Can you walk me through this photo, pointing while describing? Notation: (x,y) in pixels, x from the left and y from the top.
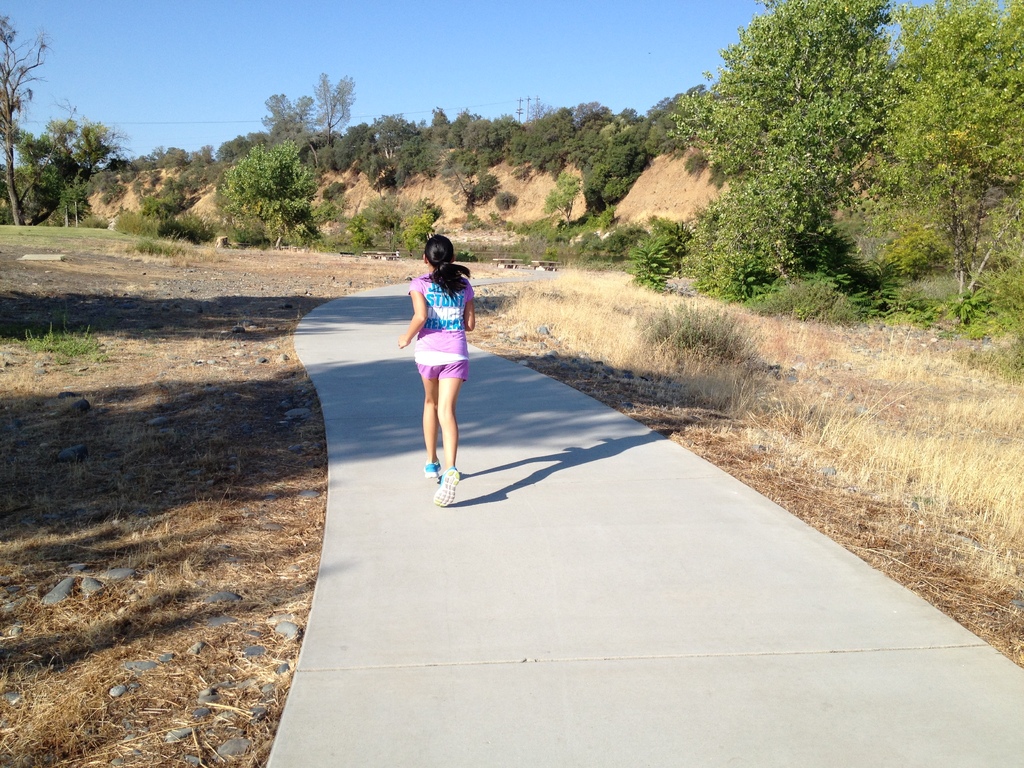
In this image we can see a woman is running on the road (595,758). Here we can see ground (226,273), grass (746,320), plants (765,304), and trees (515,150). In the background (709,89) there is sky (454,57).
